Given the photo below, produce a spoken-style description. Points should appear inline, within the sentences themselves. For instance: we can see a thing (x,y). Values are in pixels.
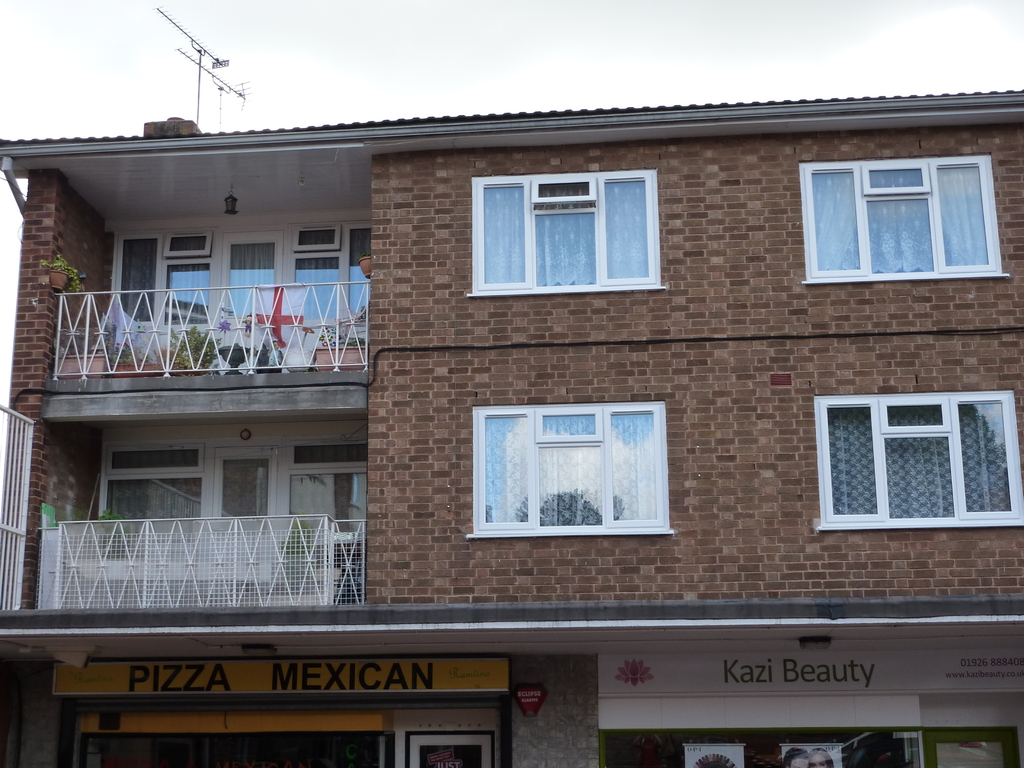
In the image there is a building (149,260) and under the building (275,427) there are two stores (618,720).
